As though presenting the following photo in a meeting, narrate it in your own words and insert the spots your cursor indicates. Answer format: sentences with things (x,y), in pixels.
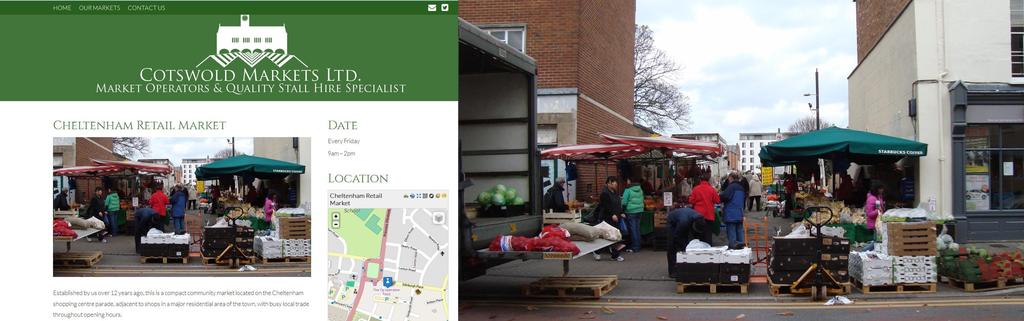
In the right side (871,219) there are people (724,214) in the market (705,219), it's a cloudy sky (747,79) in the market (577,218).
